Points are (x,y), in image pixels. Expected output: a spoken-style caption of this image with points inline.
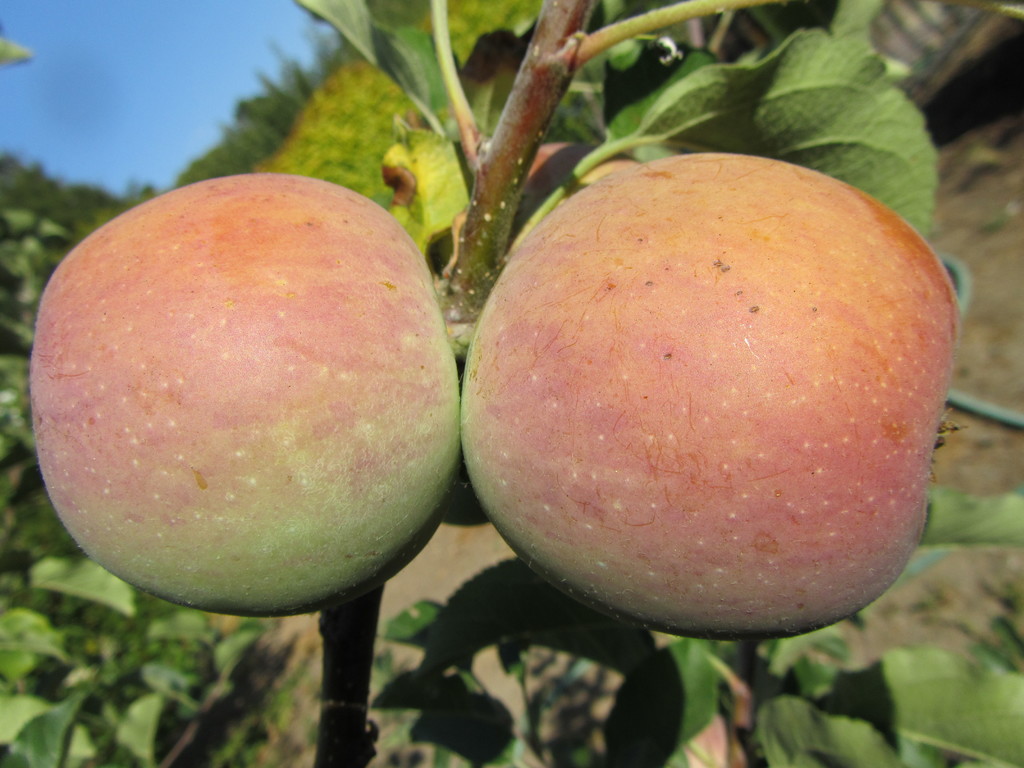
In this picture we can see 2 apples (254,608) and green leaves (858,105).
